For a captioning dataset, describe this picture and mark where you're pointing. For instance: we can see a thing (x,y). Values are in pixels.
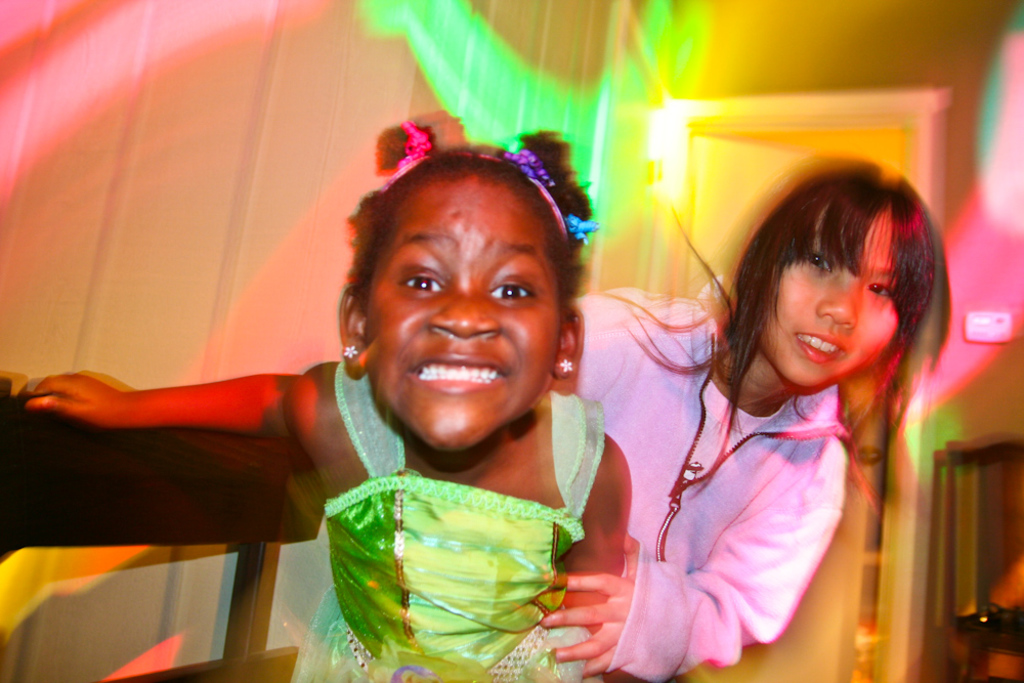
At the bottom of this image (464,487), there is a girl (464,469) in a green color dress (462,515), smiling and placing a hand (76,401) on a wooden object (134,451). On the right side (723,490), there is another girl (840,350) in white color jacket (765,508), smiling. In the background (666,20), there are lights (685,21) arranged, there is a door (765,160) and a wall (633,29).
